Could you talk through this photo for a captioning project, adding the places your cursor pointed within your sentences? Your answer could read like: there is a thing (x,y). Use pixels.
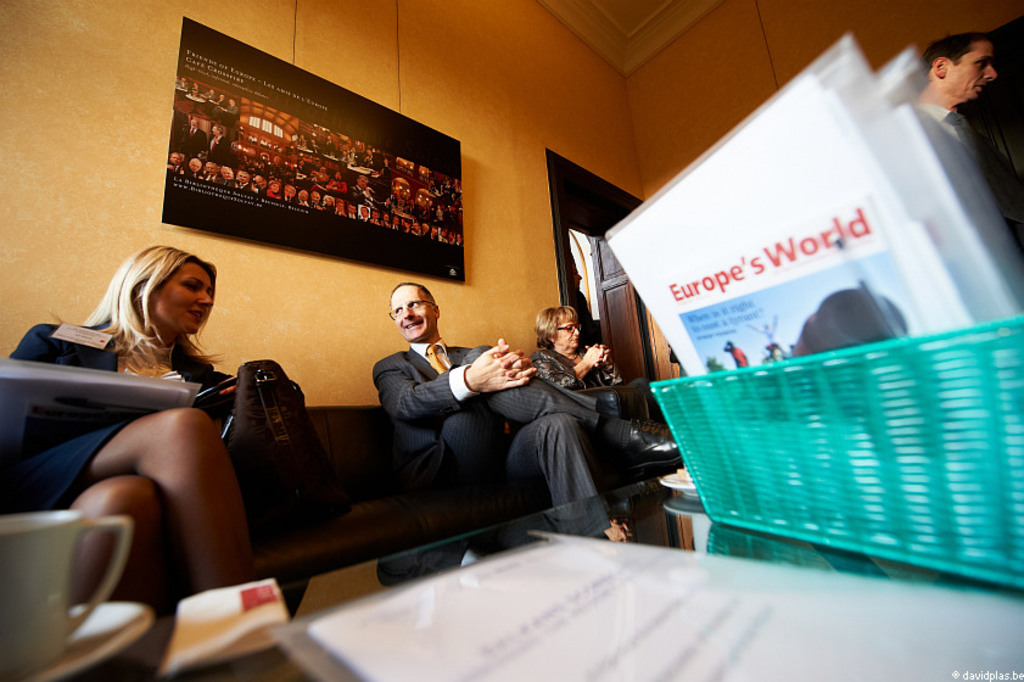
In the image we can see there are people (518,413) who are sitting on sofa (642,409) and at the back (229,289) there is a wall (229,289) on which there is a photo frame (345,110) and on the table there is a basket (713,414) on which there is a book (707,301) and on its written "Europe's World".
